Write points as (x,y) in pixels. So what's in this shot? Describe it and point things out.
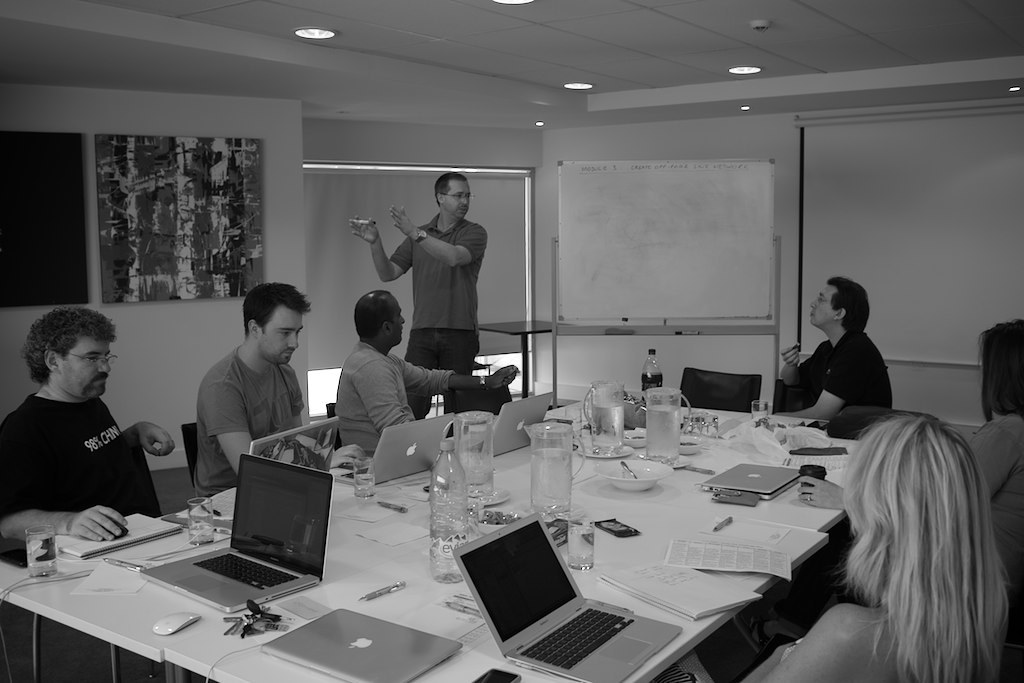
This is a black and white picture. Here we can see some persons (816,656) are sitting on the chairs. This is table (427,582). On the table (190,637) there are laptops (454,646), jars (557,476), and bottles (441,551). On the background (792,216) we can see a wall (533,165). Here we can see a man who is standing on the floor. And these are the frames (115,267) and there are lights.
